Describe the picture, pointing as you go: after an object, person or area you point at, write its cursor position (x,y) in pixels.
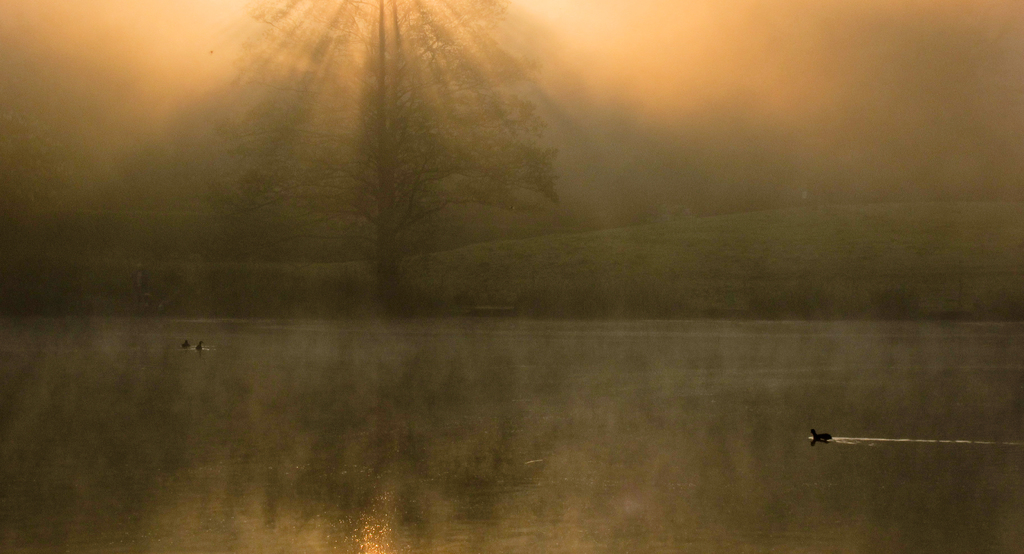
In this image I can see the water (502,432), few animals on the surface (180,349) of the water (121,347), some grass (650,252) and a tree (463,137). In the background (761,28) I can see the sky (701,59) which is orange in color.
